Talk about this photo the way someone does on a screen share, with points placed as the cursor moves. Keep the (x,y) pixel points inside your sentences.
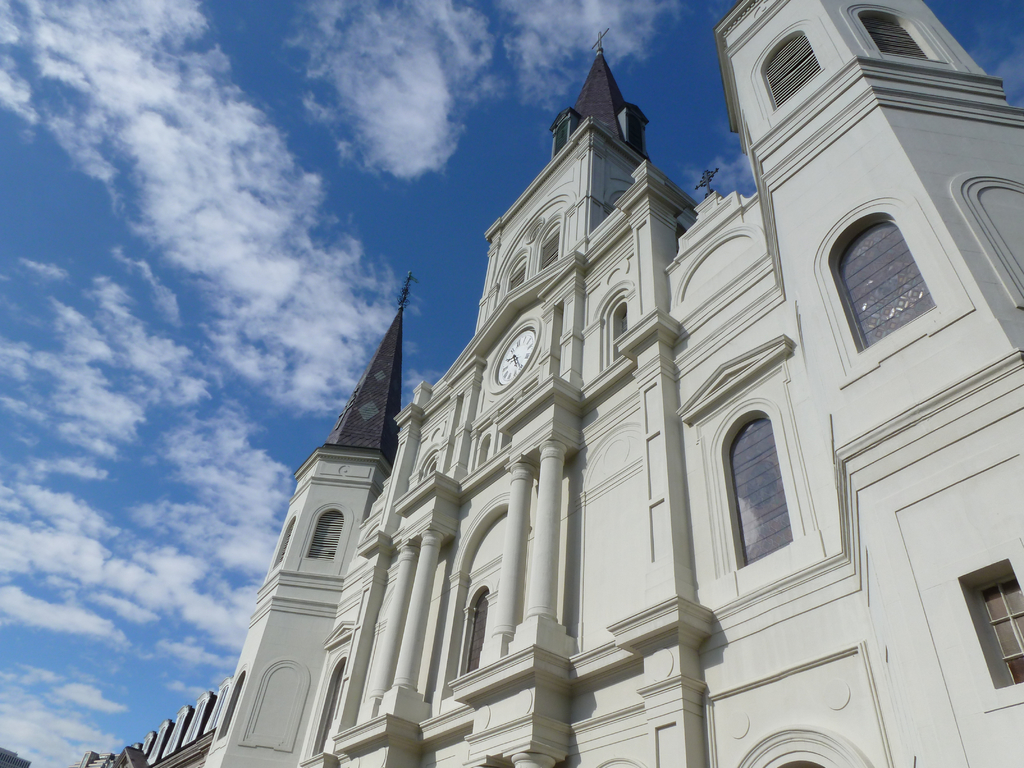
In this picture we can see the view of a tall building (572,578) from the bottom & here the sky (158,167) is blue.
